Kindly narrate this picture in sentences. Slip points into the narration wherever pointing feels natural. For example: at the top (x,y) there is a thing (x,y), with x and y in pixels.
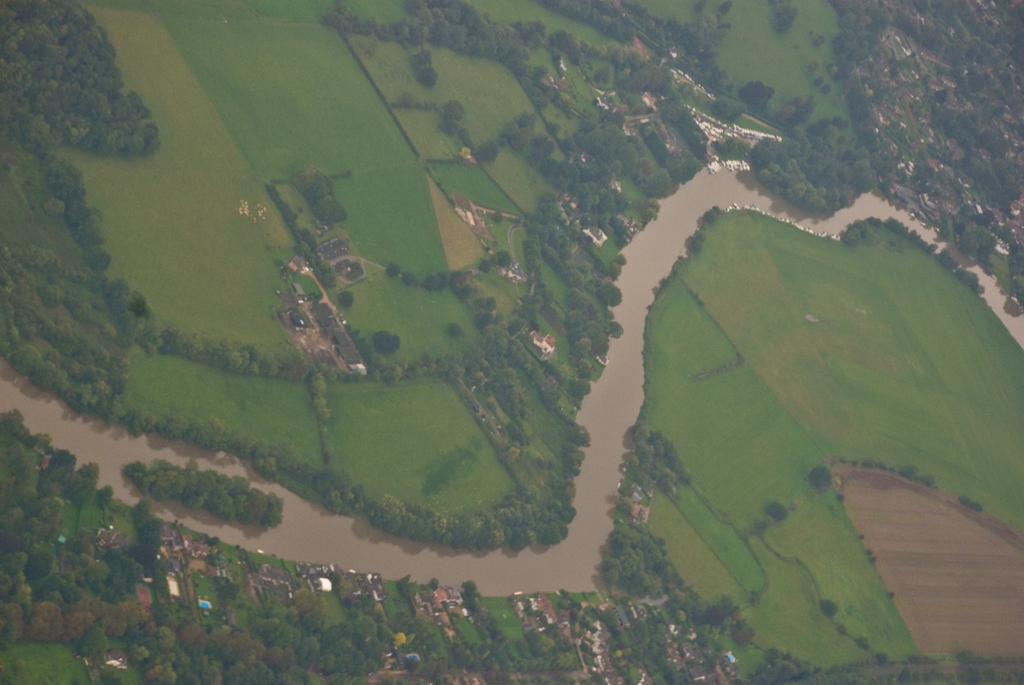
In this image we can see the top angle view of the village (234,575). Here we can see the farm fields (216,170) on the left side (275,88) and the right side (826,347) as well. Here we can see the river (590,478). Here we can see the trees (594,281).
